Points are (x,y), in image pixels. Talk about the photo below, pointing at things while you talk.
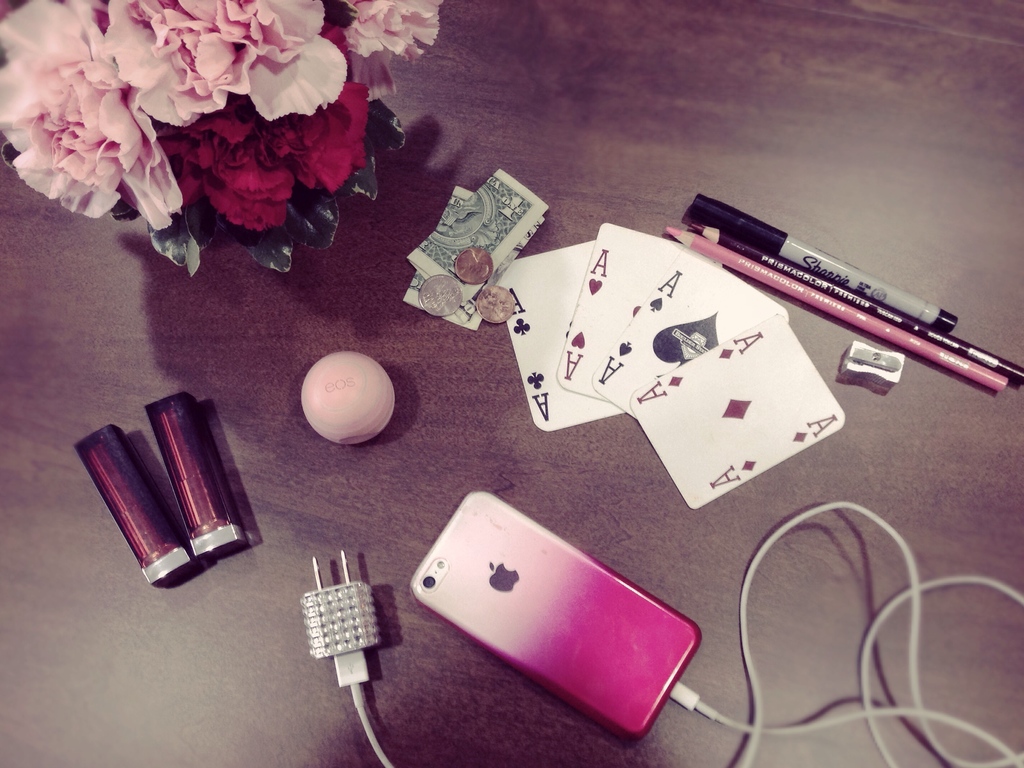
There is a phone (489,501), cable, cards (742,379), flowers (126,149), coins (461,277), currency notes (455,227) and other items (690,223) on a wooden surface (512,355) in the image.
